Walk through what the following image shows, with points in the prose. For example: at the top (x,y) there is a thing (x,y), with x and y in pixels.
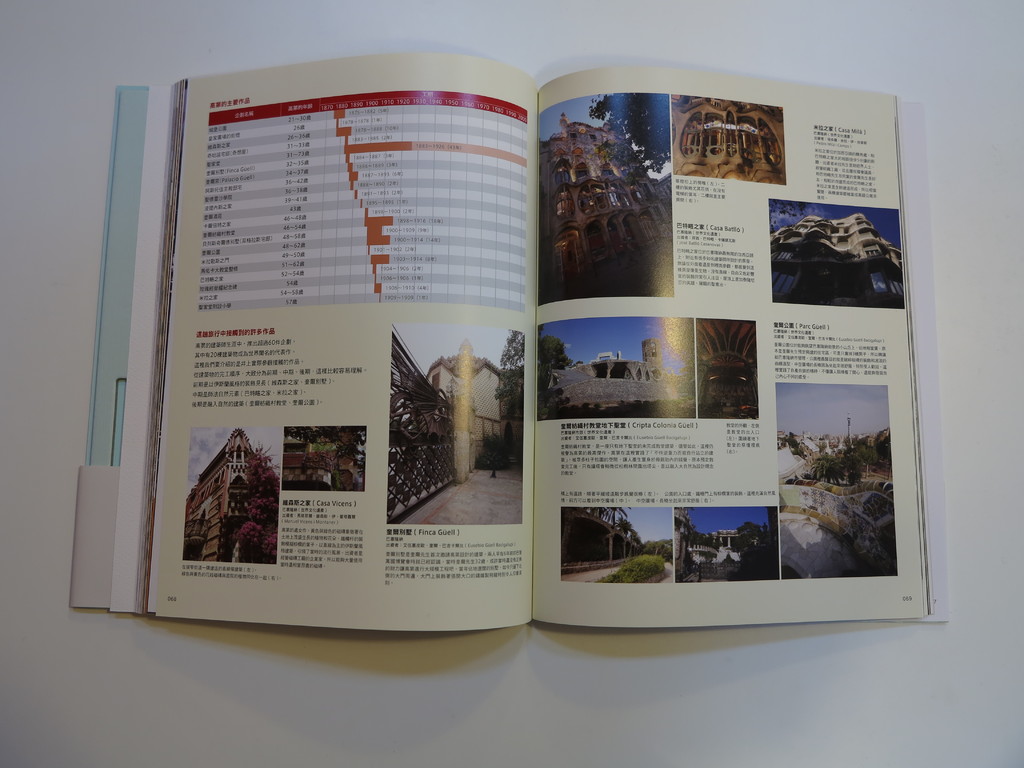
In this image we can see a book (856,120) opened, and placed on the surface (795,79).
